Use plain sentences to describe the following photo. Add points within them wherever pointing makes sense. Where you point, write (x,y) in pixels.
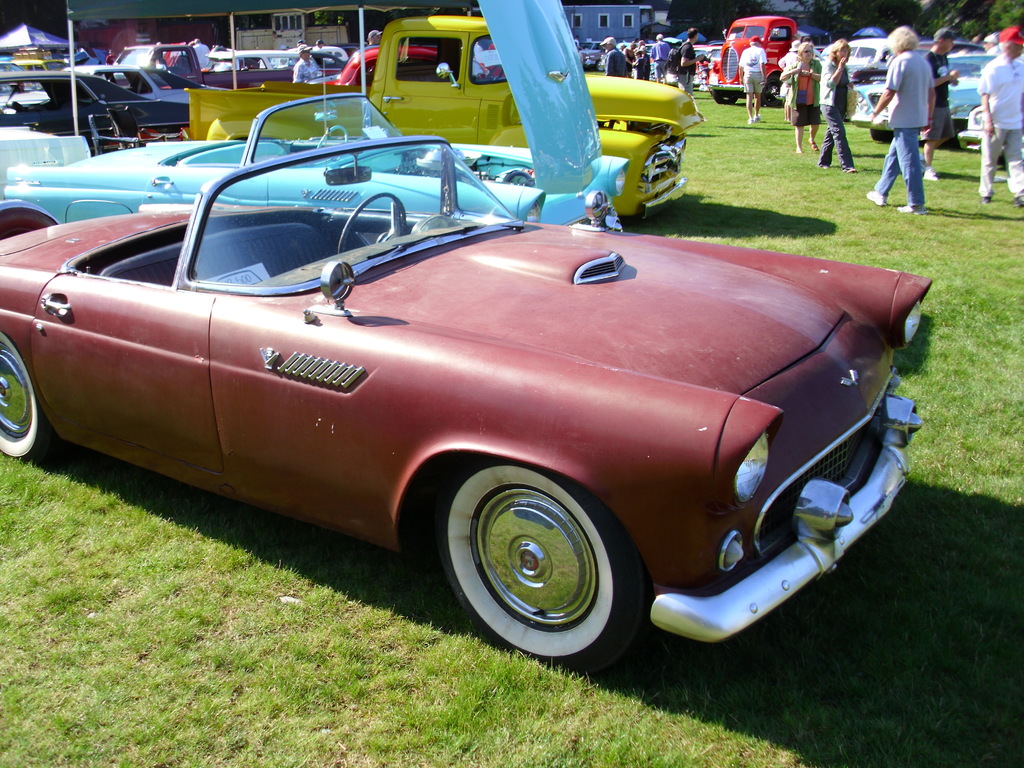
In the image I can see a place (337,321) where we have some people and some cars (469,374) on the grass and also I can see some buildings (112,31) and poles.
